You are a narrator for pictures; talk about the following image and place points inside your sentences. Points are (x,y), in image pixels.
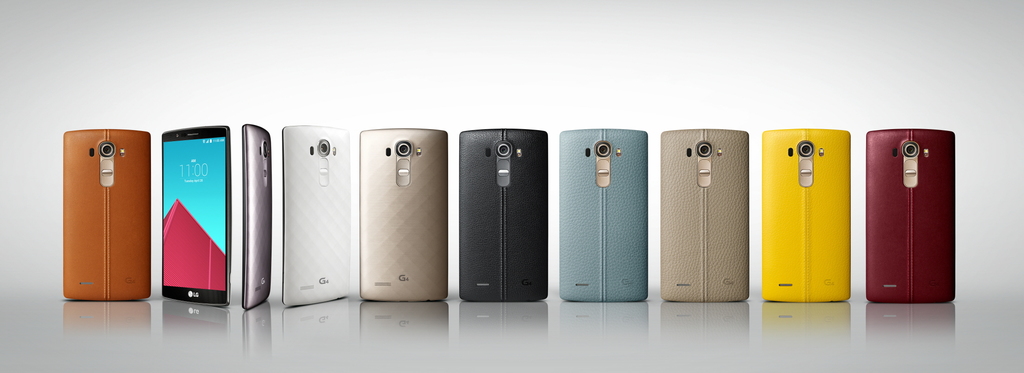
In this image, there are some phones (730,188) in different colors.
